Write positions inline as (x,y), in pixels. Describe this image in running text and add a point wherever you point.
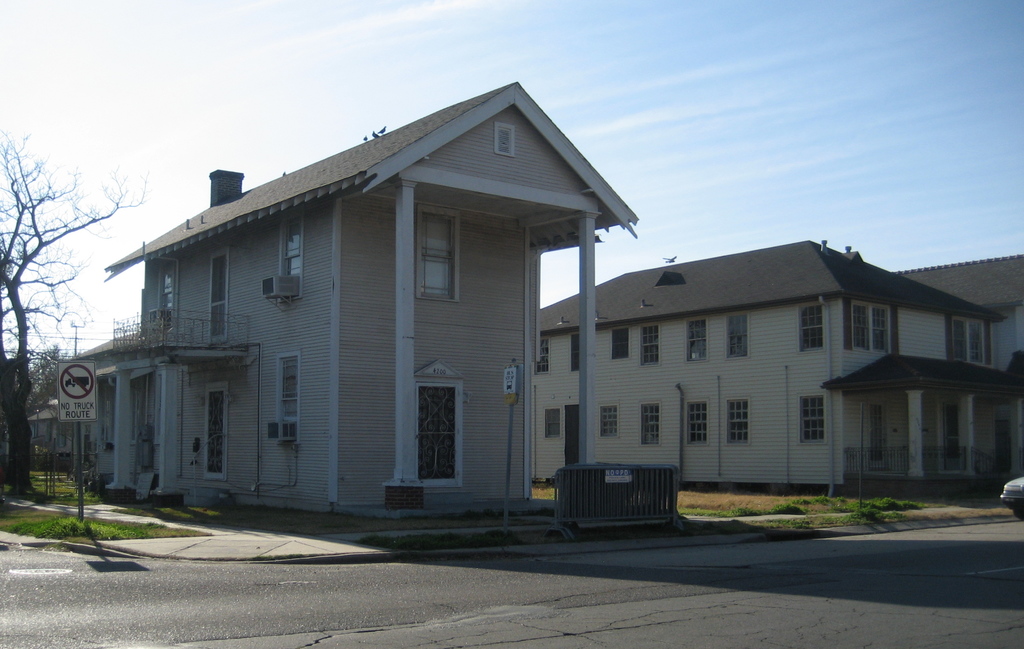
In this picture we can see the road (901,615), grass (698,527), signboard (93,405), fences (657,474), poles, trees (47,384), birds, buildings (574,347) with windows (297,262) and some objects (1021,483) and in the background (252,124) we can see the sky (402,61).
